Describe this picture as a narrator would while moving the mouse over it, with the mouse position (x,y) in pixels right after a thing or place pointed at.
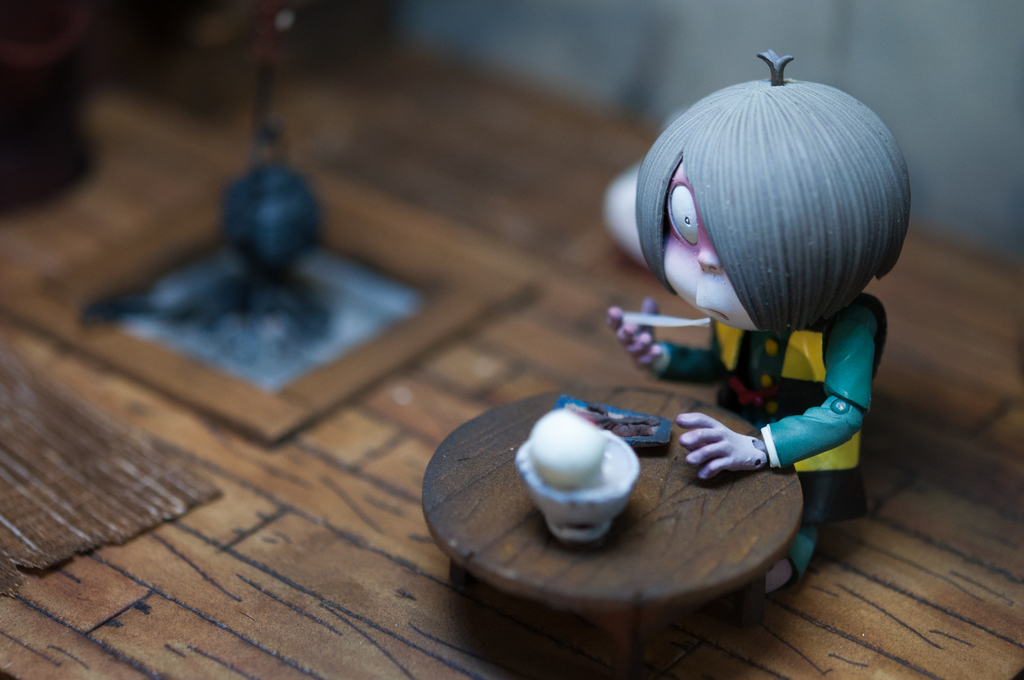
In this image I can see a doll (753,355) and a small table (728,506).
